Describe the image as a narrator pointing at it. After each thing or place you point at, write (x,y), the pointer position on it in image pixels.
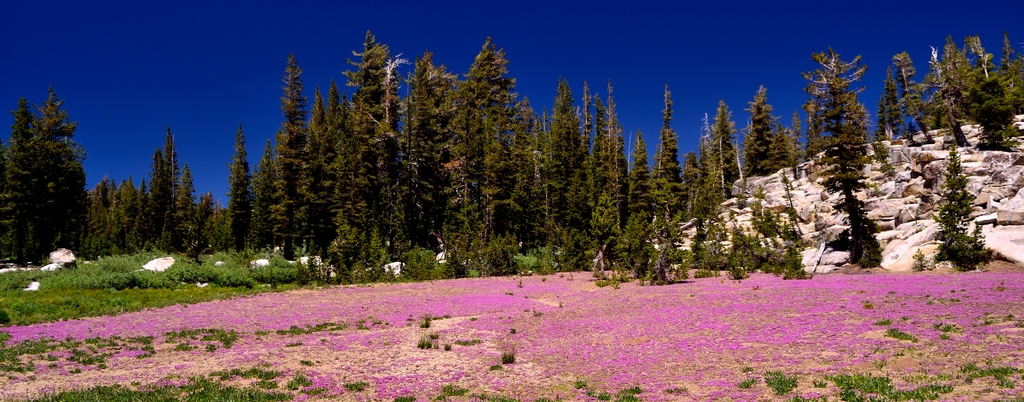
In this image we can see a group of trees (518,217), mountain (820,200) and in the background (625,81) we can see the sky (200,100).
